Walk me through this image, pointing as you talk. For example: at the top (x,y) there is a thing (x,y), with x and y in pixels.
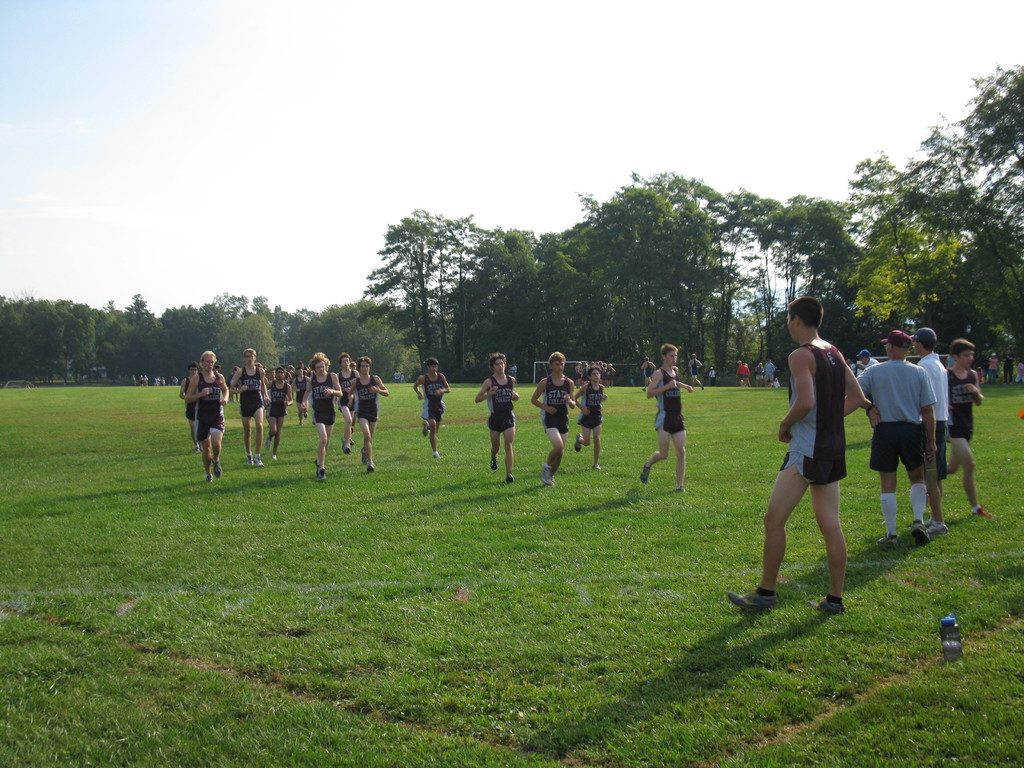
In this image we can see some people (257,415) running on the ground (582,597). On the right side of the image (835,522) we can see some people (953,454) standing on the grass field (985,638). In the background (986,309), we can see goal posts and group of trees (734,337). At the top of the image (595,88) we can see the sky (552,62).
